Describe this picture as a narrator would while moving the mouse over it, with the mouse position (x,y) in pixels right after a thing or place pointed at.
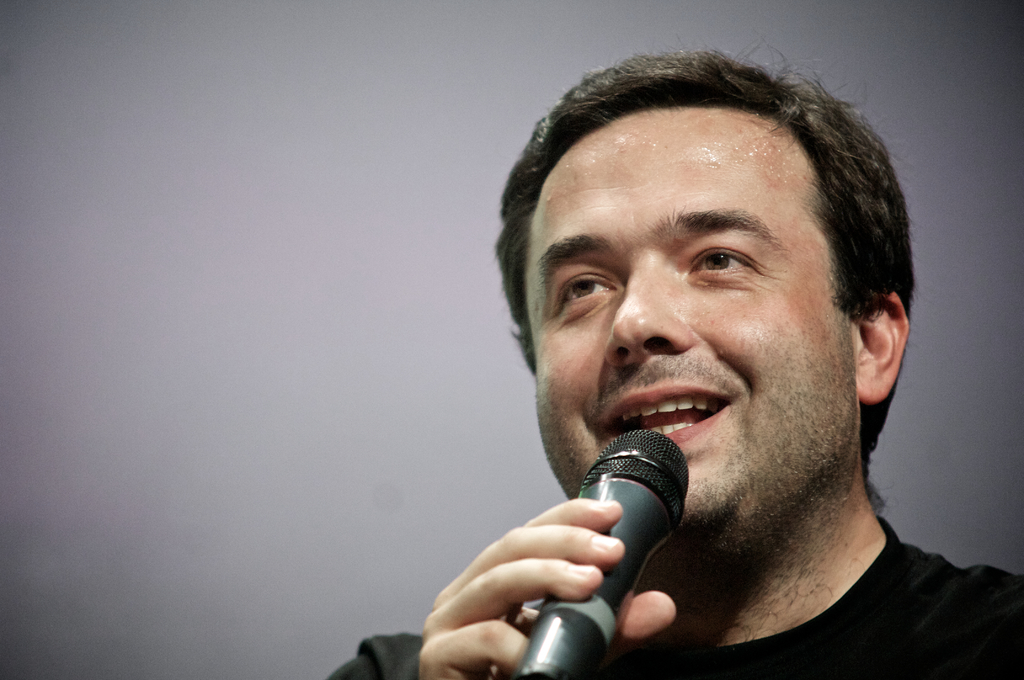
In this picture we can see a man (568,234) who is talking on the mike (637,464).
